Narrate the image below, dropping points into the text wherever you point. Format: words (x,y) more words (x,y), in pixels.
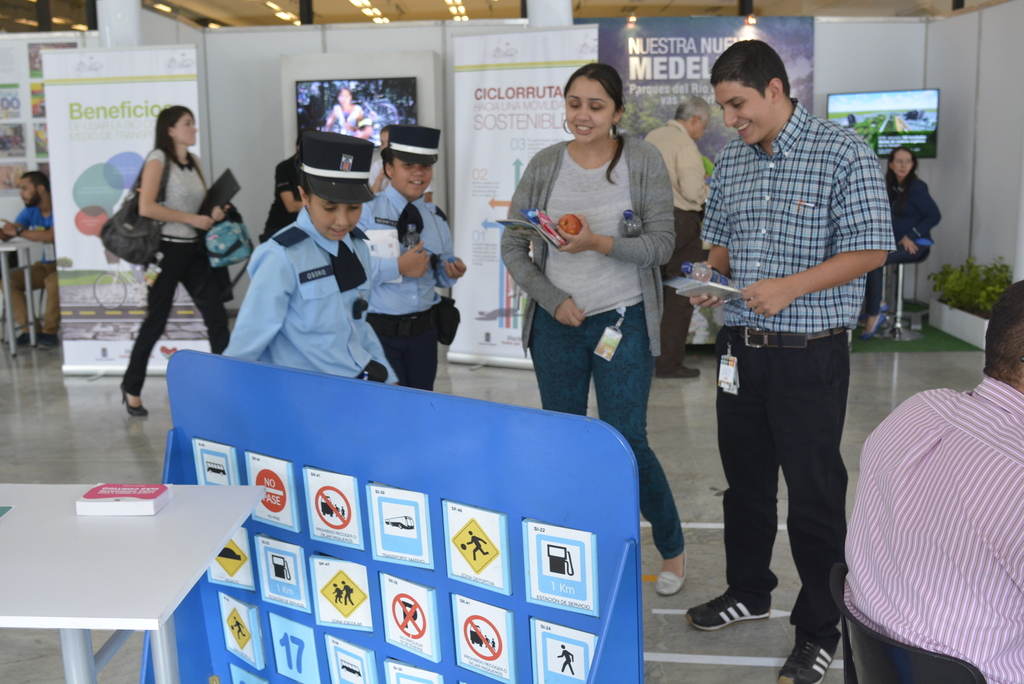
In this image we have a group of people (775,259) Among them two are wearing a uniform (322,298) with the hat (355,193) and the girl (177,187) in the left side (170,227) is walking on the ground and on the right side (867,241) we have a man (788,192) and a woman (625,257) who are smiling and holding objects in their hands (573,307). In front (149,560) we have a white color table (151,543) with blue color board (462,450) and behind this people (379,178) I can also see there is two TVs (409,95) and few couple of banners (504,51).
